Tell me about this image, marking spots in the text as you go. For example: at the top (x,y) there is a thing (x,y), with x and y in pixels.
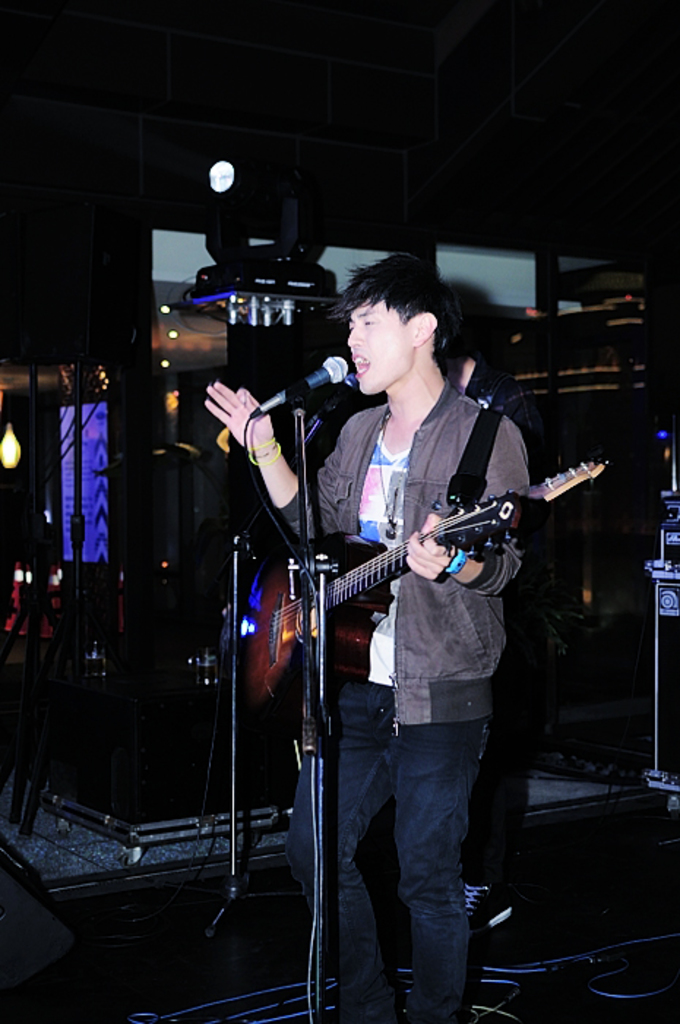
In this image I can see a man (469,656) is standing and I can see is holding a guitar (342,664). I can see he is wearing a jacket (426,590), jeans (425,786) and here I can see a mic (317,378). In the background (273,416) I can see few lights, few other stuffs (129,776), wires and I can see this image is little bit in dark.
